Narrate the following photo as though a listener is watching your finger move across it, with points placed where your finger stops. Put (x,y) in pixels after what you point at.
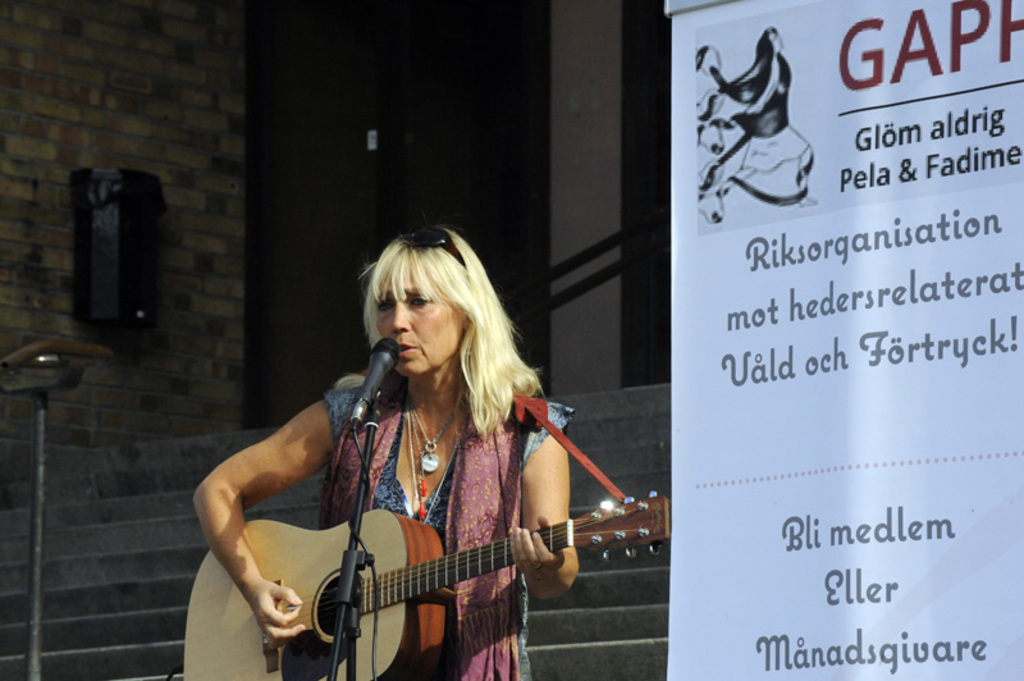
This person (266,594) standing and holding guitar (336,535) and singing. There is a microphone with stand (348,625). On the background (194,97) we can see wall (133,103), speaker (126,196), banner (875,422).
